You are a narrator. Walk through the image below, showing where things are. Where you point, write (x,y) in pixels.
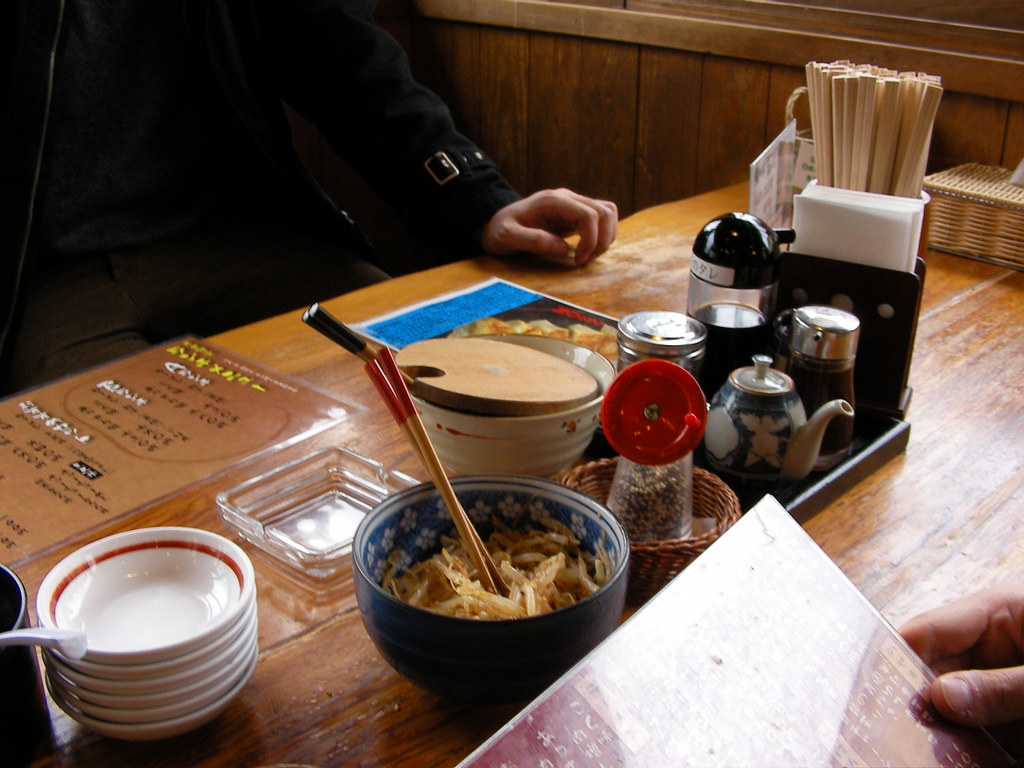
The picture is clicked inside a Chinese restaurant (178,372) where food items (467,599), plates (138,587) are on top of it. To the right side of the image (882,240) there are tissues (872,253) and chopsticks (910,186) placed. There are two people (449,147) sitting on the table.
